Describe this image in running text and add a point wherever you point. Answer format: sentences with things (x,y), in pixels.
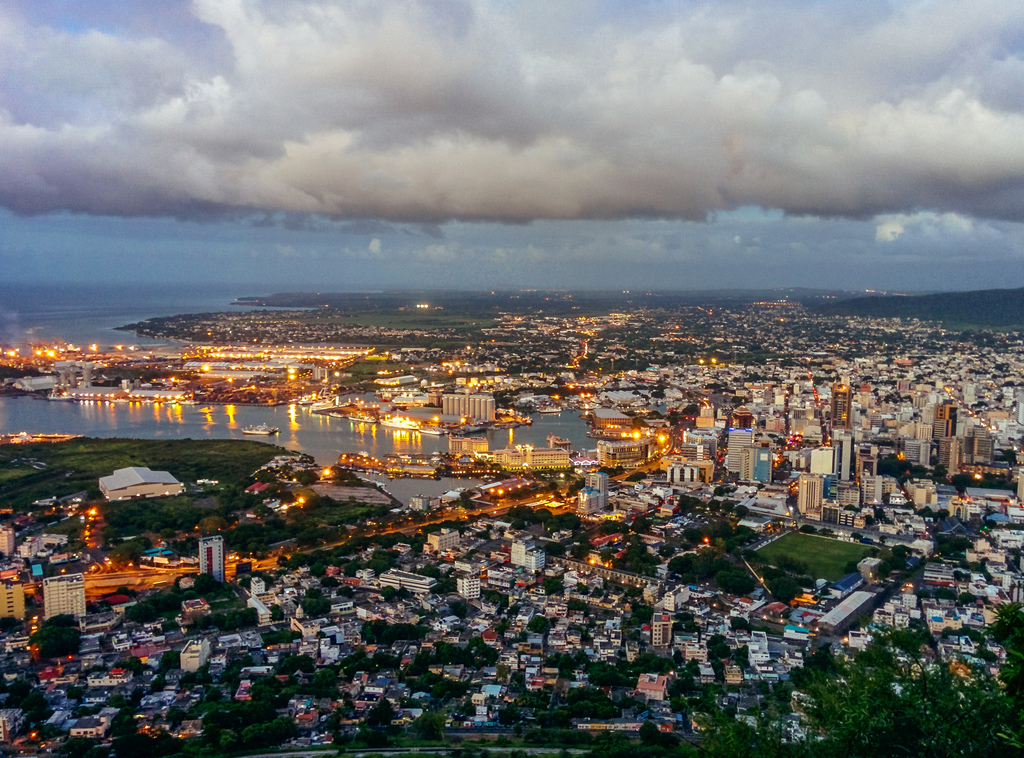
In this image we can see aerial view. In this image we can see buildings (621,419), trees (765,576), road (107,573), lights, ground (842,559), grass (808,574), hills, water (251,418), ships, sky (157,245) and clouds (392,182).
